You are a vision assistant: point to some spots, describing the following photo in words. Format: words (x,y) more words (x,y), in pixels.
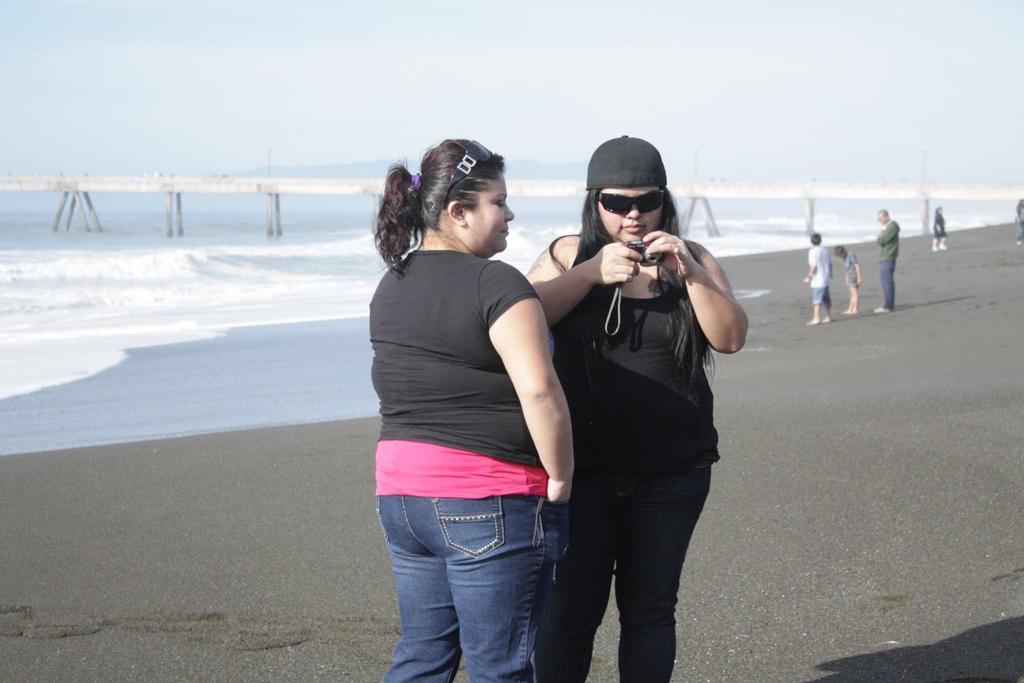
Here in this picture, in the front (565,346) we can see two women (581,312) standing on the ground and the woman (583,240) on the right side (700,299) is wearing cap (634,178) and goggles (610,193) and holding a camera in her hand (600,269) and behind them also we can see other number of people (893,237) standing and we can see water (124,293) present all over there and we can also see a bridge (142,176) present behind them and we can see the sky (1023,157) is cloudy.
